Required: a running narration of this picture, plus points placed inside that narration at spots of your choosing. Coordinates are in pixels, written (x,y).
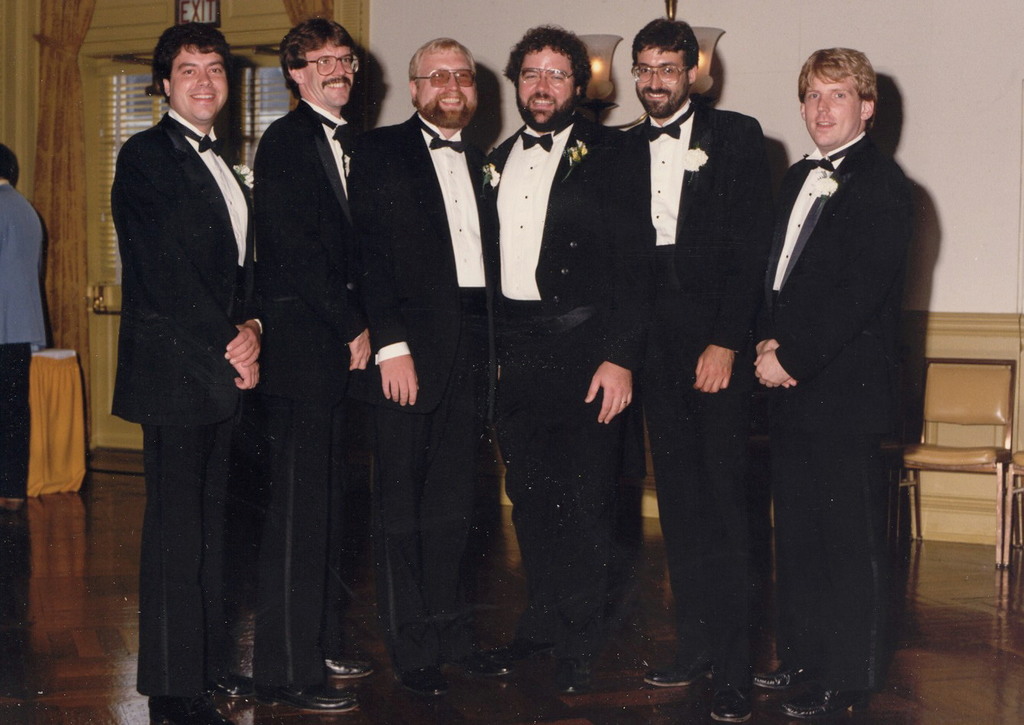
In this image we can see few men (599,166) standing on the floor (347,536). In the background (582,8) we can see chandelier (594,58), chairs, tables (71,415), curtains (73,184) and wall (102,17).
